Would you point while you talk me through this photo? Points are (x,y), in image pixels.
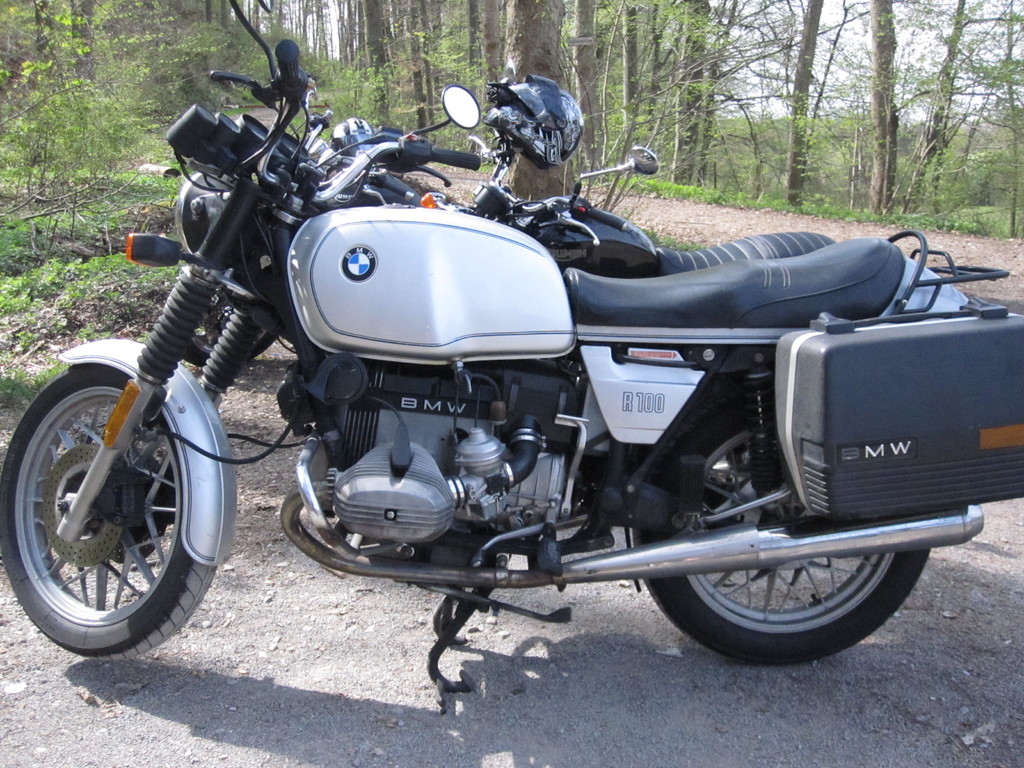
There are two bikes (583,275) parked on the road (603,599). In the background (1021,242), there is a road (702,210). On both sides of the road (829,225), there are trees (886,97) and plants (967,195) and there is sky (833,77).
